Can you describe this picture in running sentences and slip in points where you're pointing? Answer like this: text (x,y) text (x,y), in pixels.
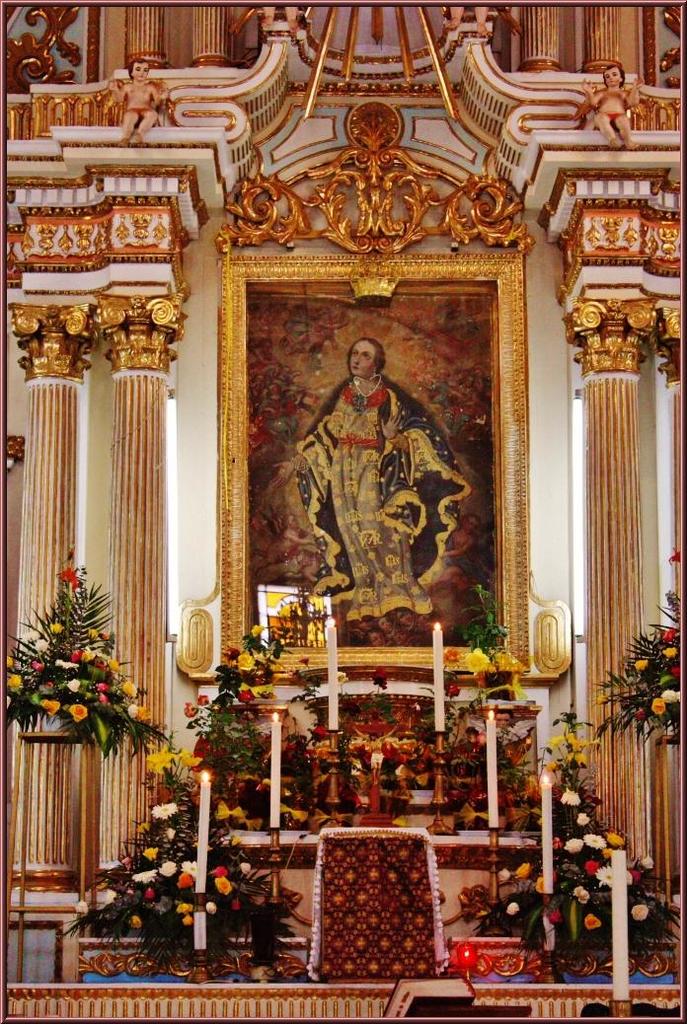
In the center of the image (342,381) there is a photo frame (384,553). In the background (470,645) we can see flowers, plants (637,701) and candles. On the right (653,444) and left side of the image (131,396) we can see pillars (675,466). At the top of the image (478,174) we can see sculptures (604,93) and designs (40,53).
